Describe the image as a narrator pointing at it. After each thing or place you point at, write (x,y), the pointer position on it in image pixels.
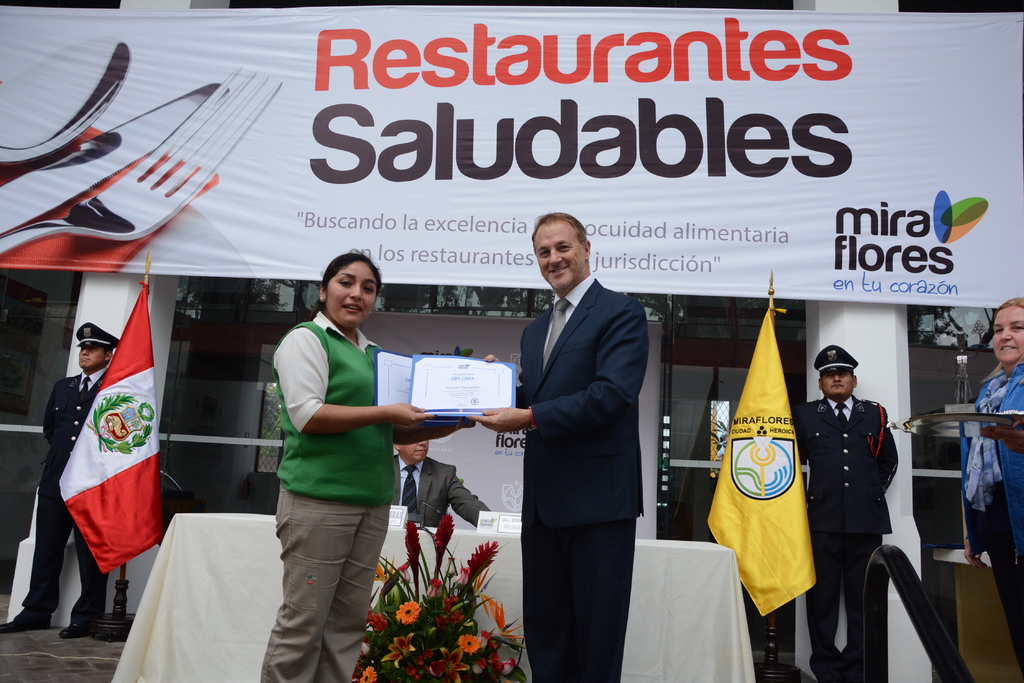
In this image, we can see a woman (381,475) and man (573,480) smiling and holding certificates (424,401). At the bottom of the image (474,643), we can see decorative flowers (451,634), rod (943,652) and table (681,611) covered with cloth (674,594). On top of the table (702,593), there are few objects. In the background (789,633), there are flags (118,494), people (100,592), banners (480,487), pillars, wall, windows (228,463), glass objects (913,447) and few things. On the right side of the image (999,417), we can see a person (1006,550) holding a tray (1001,420) and smiling.
